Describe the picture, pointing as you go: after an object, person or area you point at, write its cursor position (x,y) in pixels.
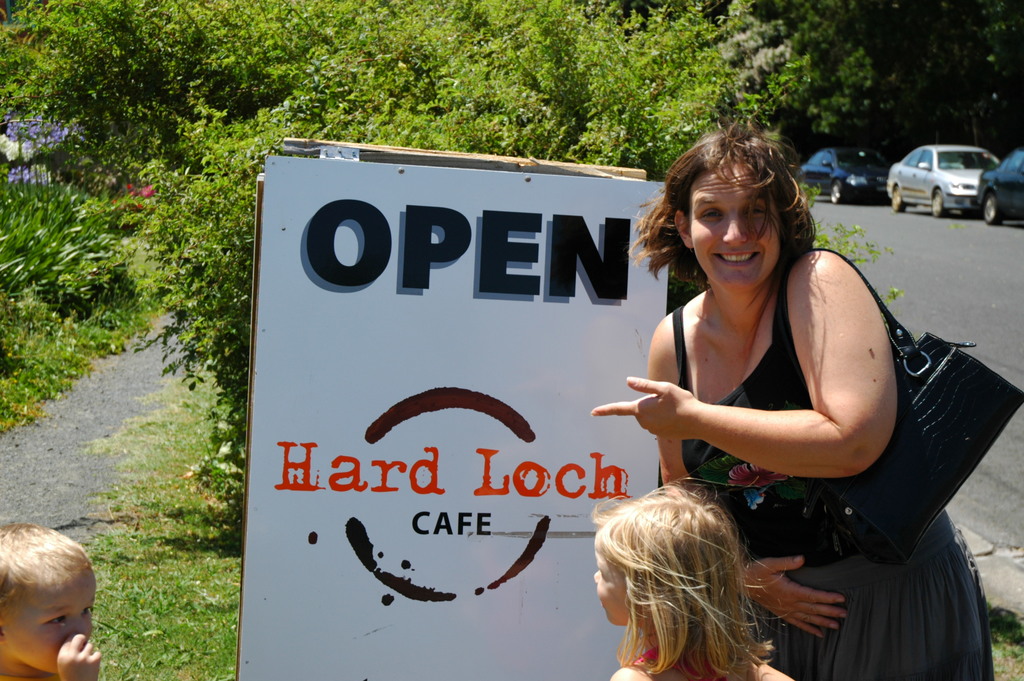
In this image, I can see a boy (57,610), a girl (675,618) and woman (749,312) standing. This looks like a name board (464,445). I can see small plants (109,229) and trees (254,91). There are three cars (827,171), which are parked beside the road (994,229).
